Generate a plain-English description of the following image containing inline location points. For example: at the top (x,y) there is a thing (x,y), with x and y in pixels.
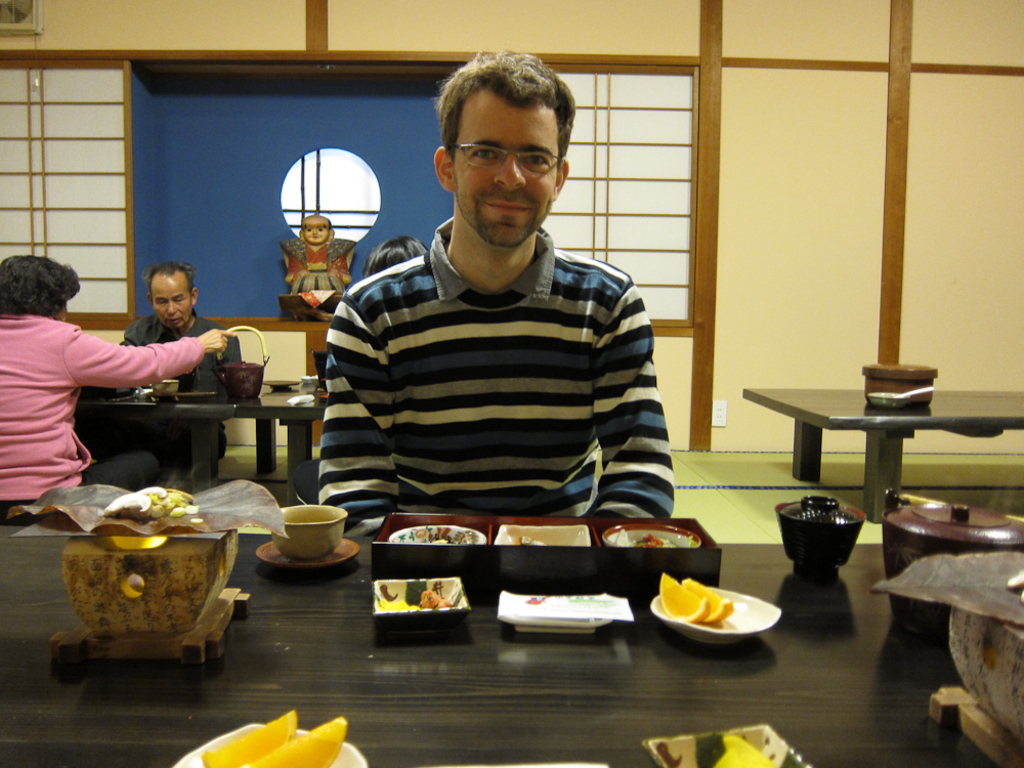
This image I can see a person (488,356) wearing a t-shirt (491,380) and glasses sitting on the floor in front of a table (588,745), on the table (459,650) I can see few bowls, few plates (736,627), few papers (621,614), a cup (297,545) and few dishes (522,582). In the background (294,277) I can see few other people (59,346) sitting on the floor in front of dining table (213,403), the wall (137,272) and the sculpture (326,262).
